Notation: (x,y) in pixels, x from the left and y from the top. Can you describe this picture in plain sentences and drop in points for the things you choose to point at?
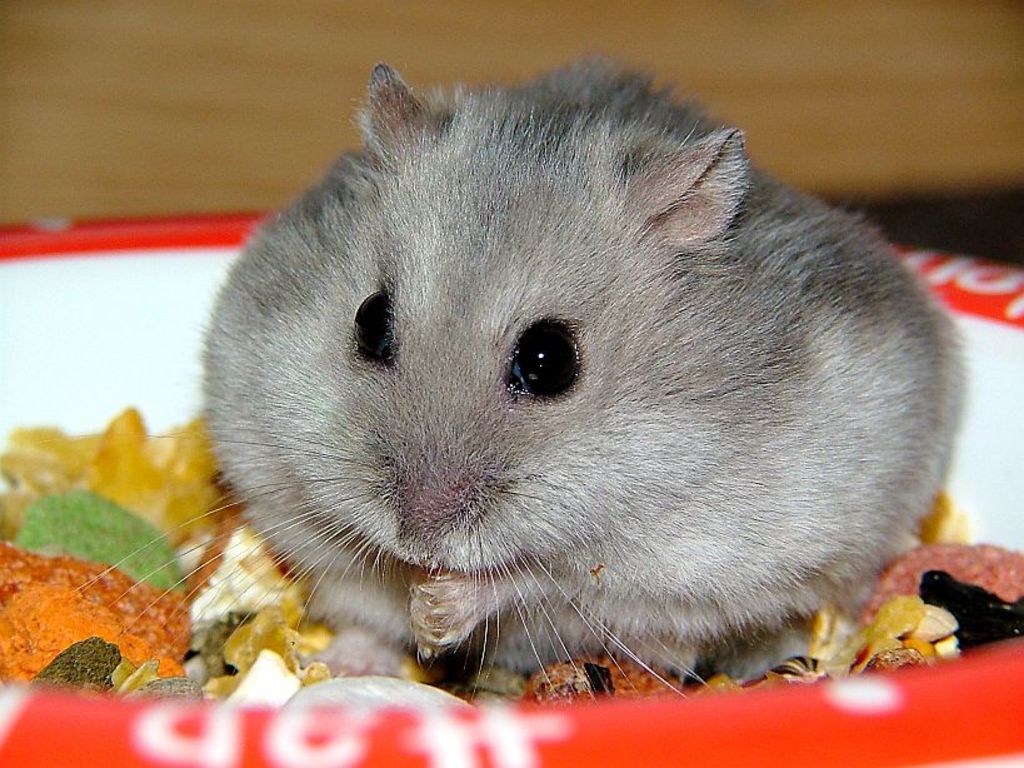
In the foreground of this picture (476,241), there is a hamster (588,449) in a bowl (112,268) which is having food (159,566) in it. In the background (243,41), there is a wall (202,38).
